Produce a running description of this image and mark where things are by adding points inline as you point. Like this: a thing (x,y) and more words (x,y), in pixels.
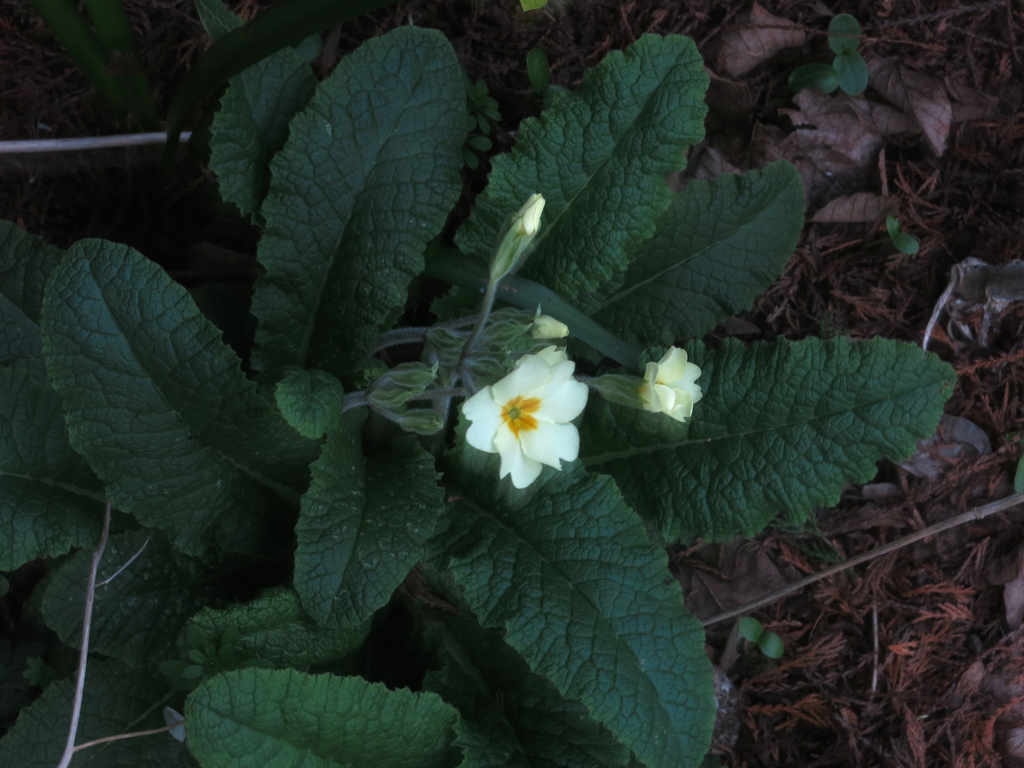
This image consists of a flower (516,430) and plants (431,464) which are in the center (664,452).
